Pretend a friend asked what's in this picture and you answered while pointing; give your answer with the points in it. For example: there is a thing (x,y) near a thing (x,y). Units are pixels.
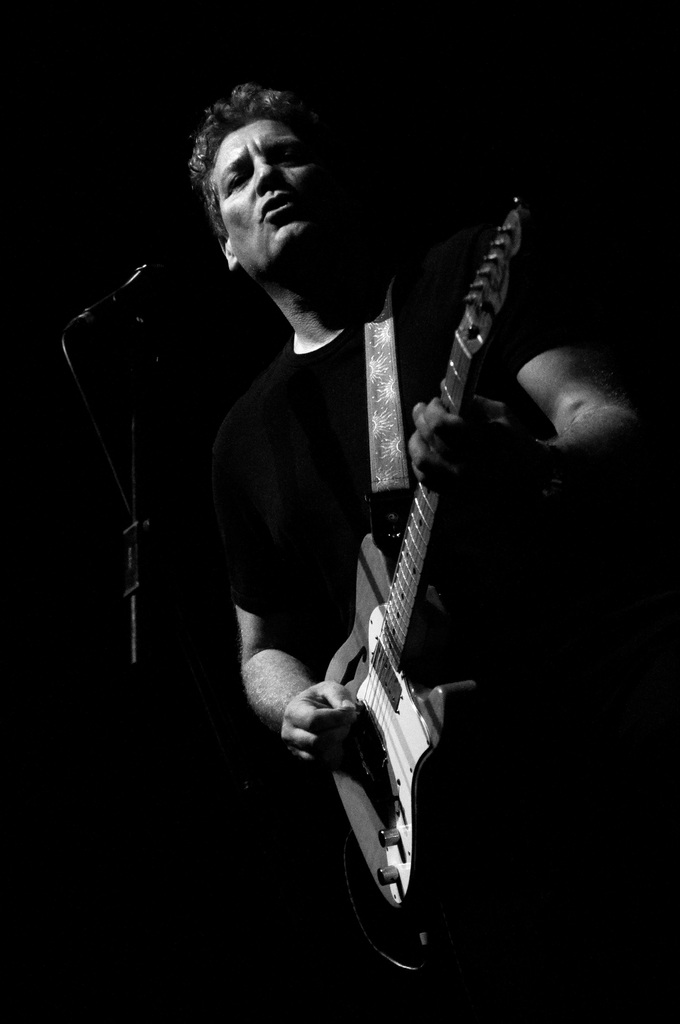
There is a man (503,663) standing on stage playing a guitar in front of microphone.
